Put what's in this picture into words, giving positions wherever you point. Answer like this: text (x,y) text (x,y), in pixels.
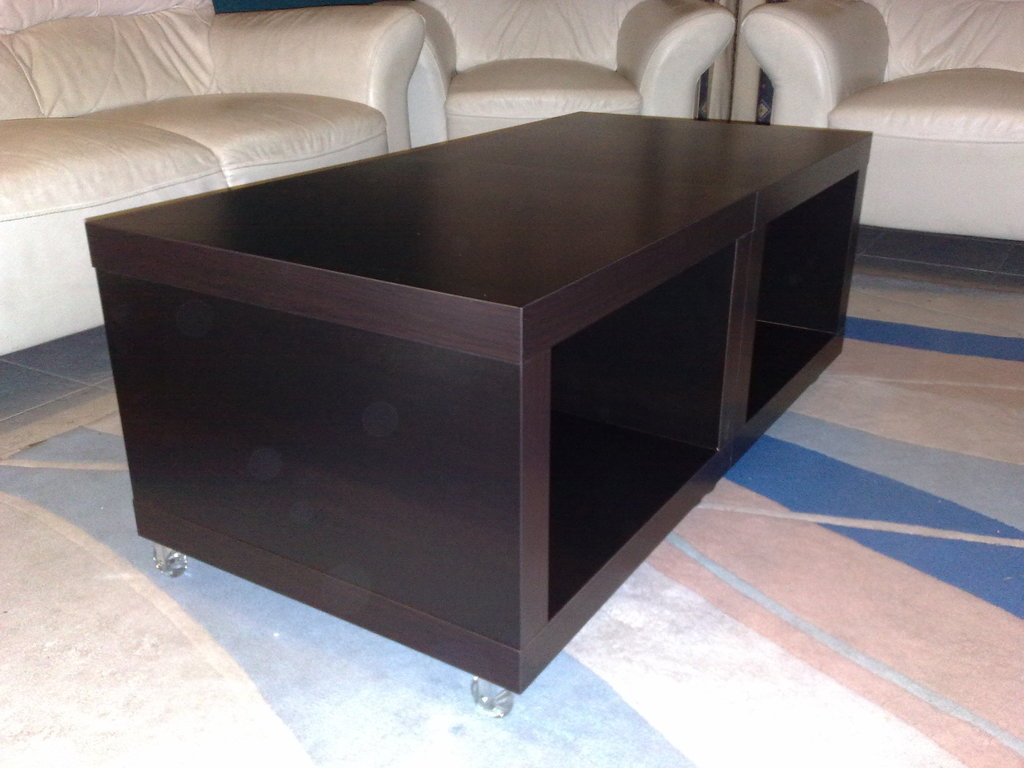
In the image we can see a sofa (373,60) and a table (408,197). There are three sofas (460,82) which are in white color.
